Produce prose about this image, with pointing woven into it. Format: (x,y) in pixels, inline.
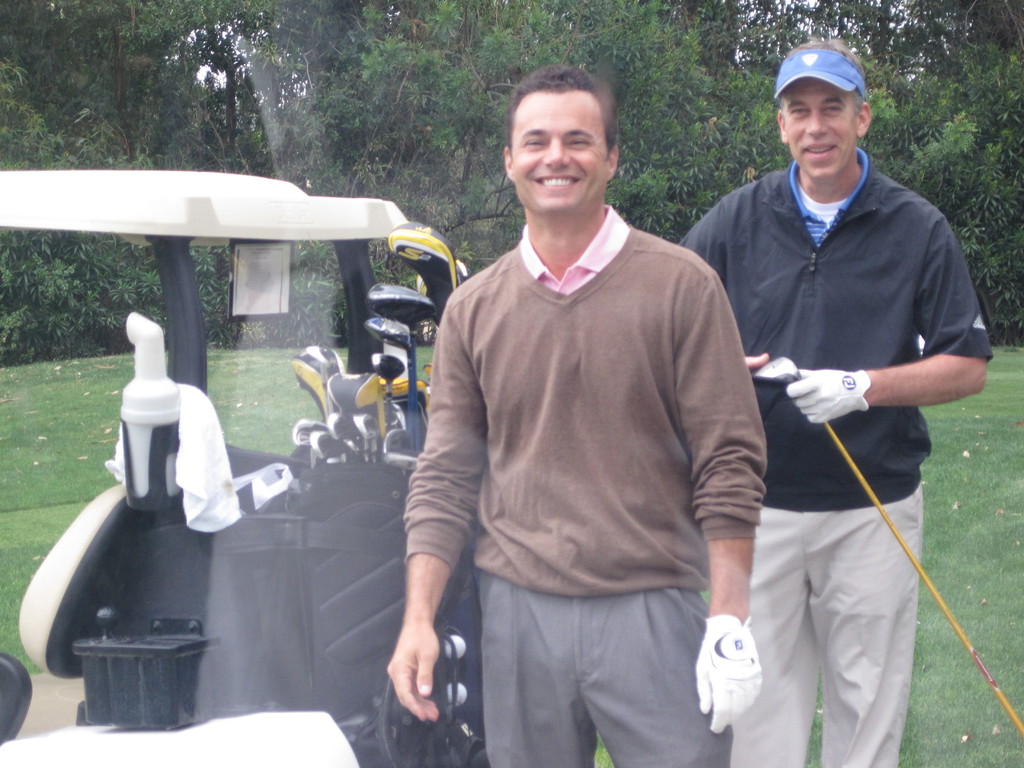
In this picture we can see two people (632,501), they are smiling, beside to them we can see a vehicle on the ground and in the background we can see trees (41,245).
